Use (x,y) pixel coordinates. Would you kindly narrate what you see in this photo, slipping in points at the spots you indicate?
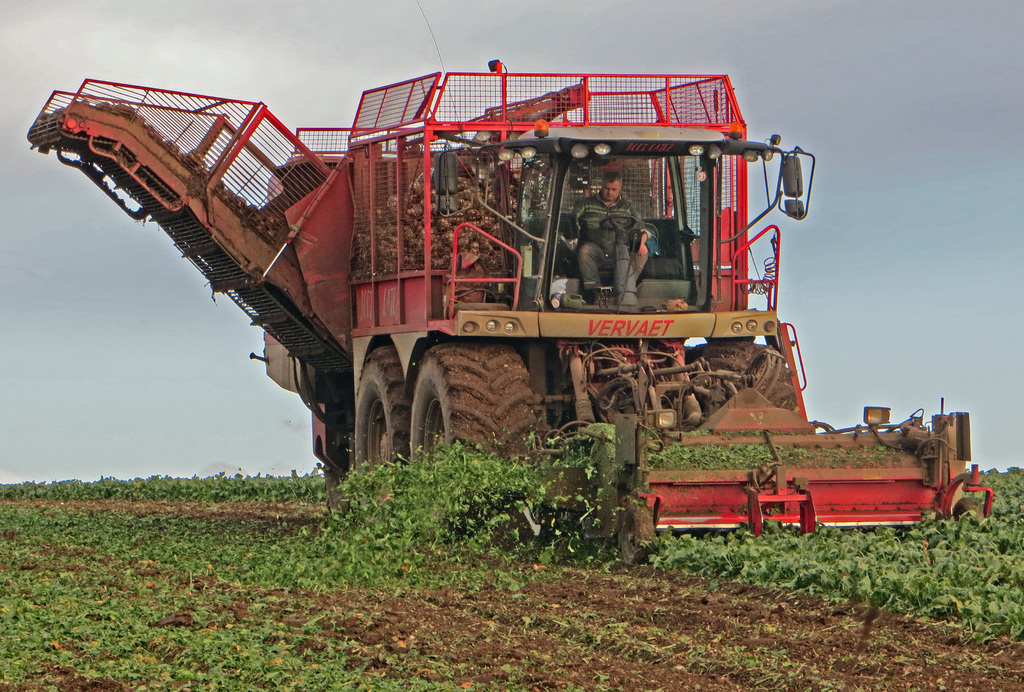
In this image person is riding the harvester (513,362) to harvest the beets (896,571) on the surface (795,622) of the mud (567,608). At the background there is sky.
